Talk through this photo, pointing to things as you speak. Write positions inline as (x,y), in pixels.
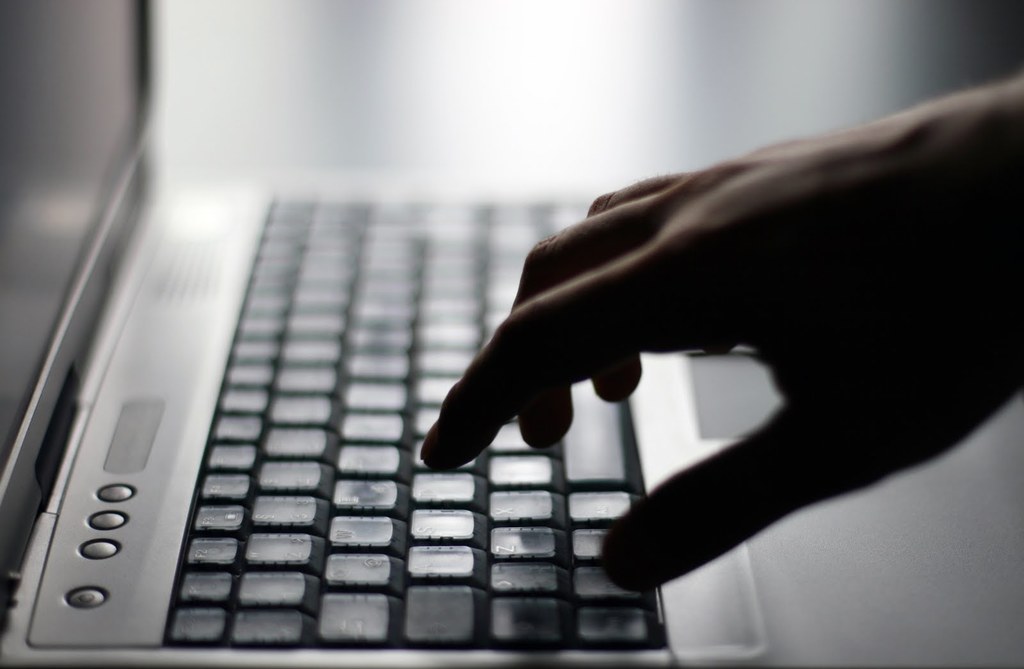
In this image I can see a laptop (210,420) which is grey and black in color and a person's hand (783,303). I can see the blurry background (377,146).
